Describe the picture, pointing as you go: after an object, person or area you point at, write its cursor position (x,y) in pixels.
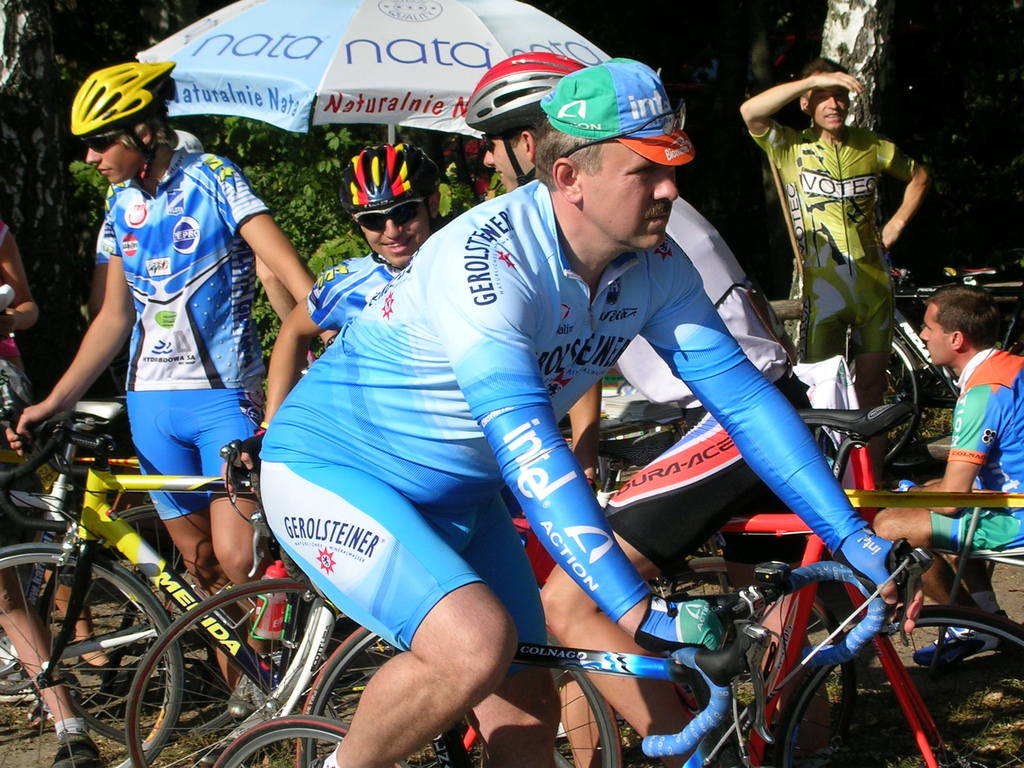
In this image, we can see a person (426,518) riding a bicycle (459,735). In the background (817,329), we can see the people (145,224), bicycles (174,670), tree trunks (58,249), pole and plants (335,201). On the right side of the image (1007,447), we can see a person (986,508) sitting on a chair (969,552).
